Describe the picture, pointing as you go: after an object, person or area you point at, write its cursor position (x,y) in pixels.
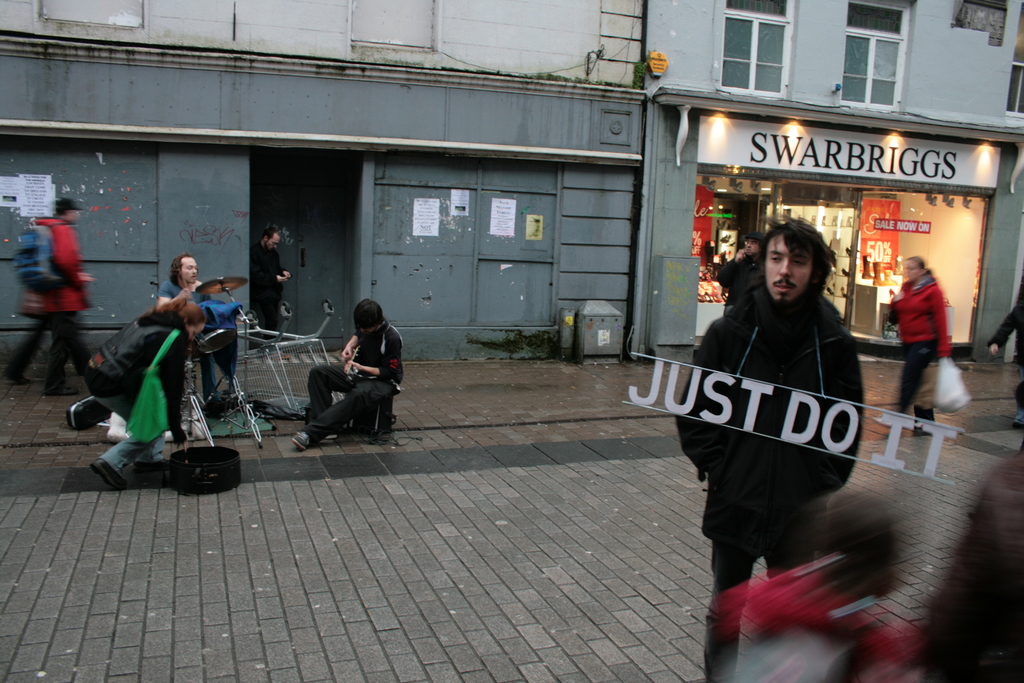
Here we can see people (350,388). These people (329,426) are playing musical instruments (233,301). Background (781,165) there is a building (492,179) and store (817,208). These are windows (924,216), hoarding (713,150) and lights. In this store (902,163) there are things (714,256). Posters (35,201) are on the wall (138,202).
